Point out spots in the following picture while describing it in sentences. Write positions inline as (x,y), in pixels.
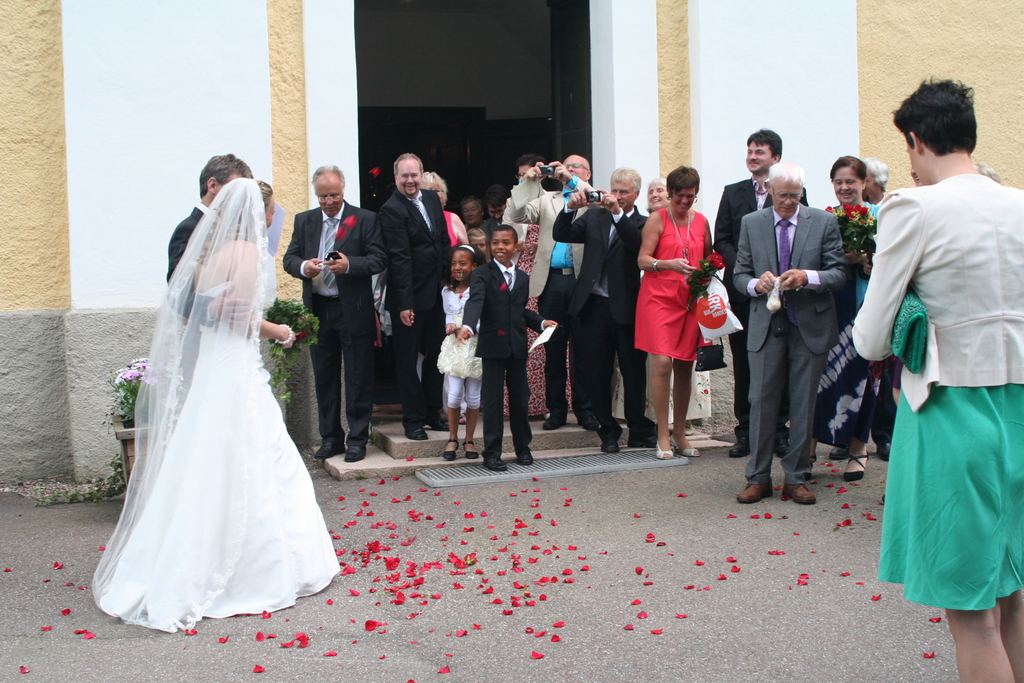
Here people (668,328) are standing, these are flowers (557,580), this is plant (131,391), this is wall (601,120).
